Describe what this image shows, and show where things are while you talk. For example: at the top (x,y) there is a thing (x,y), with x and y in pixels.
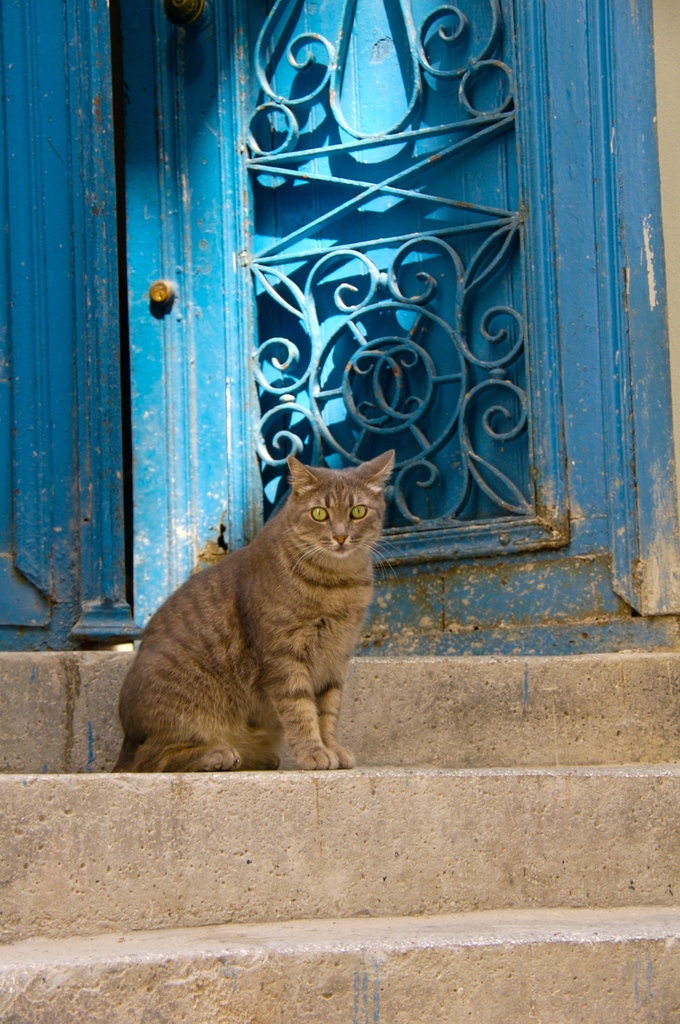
In this picture there is a cat (304,524) on the staircase (259,873). At the back (325,214) there is a door (435,189) and the door (500,224) is in blue color.
